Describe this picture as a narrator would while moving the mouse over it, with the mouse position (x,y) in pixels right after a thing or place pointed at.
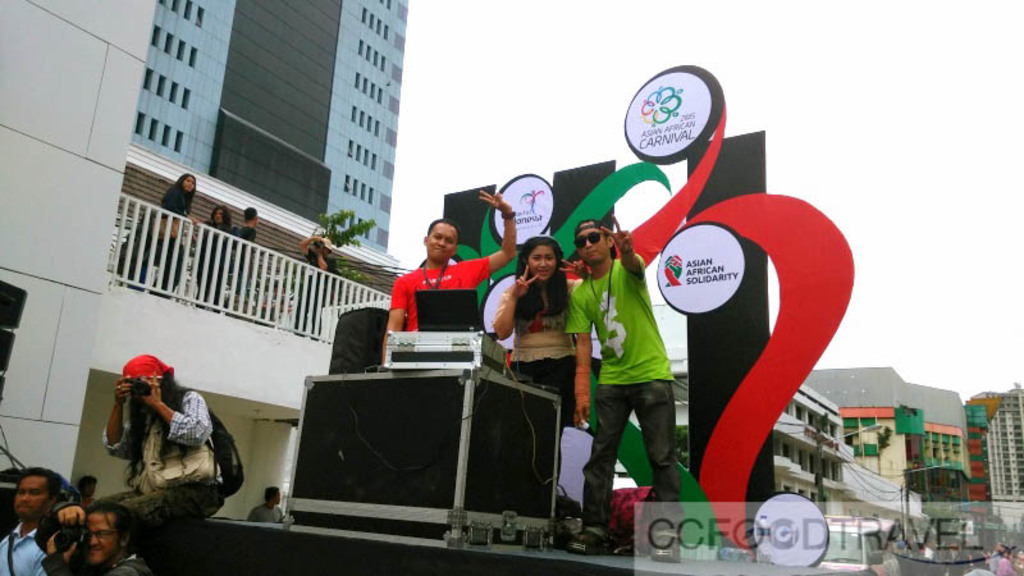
In this picture we can see two man (580,292) and a woman (539,295) standing on the stage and giving a pose to the camera. In the front (388,429) we can see the black music instrument box (383,471) and banner (594,194) in the background (554,193). Behind there are some people (321,269) standing and taking the photos. In the background (282,95) we can see the big building (306,55).
